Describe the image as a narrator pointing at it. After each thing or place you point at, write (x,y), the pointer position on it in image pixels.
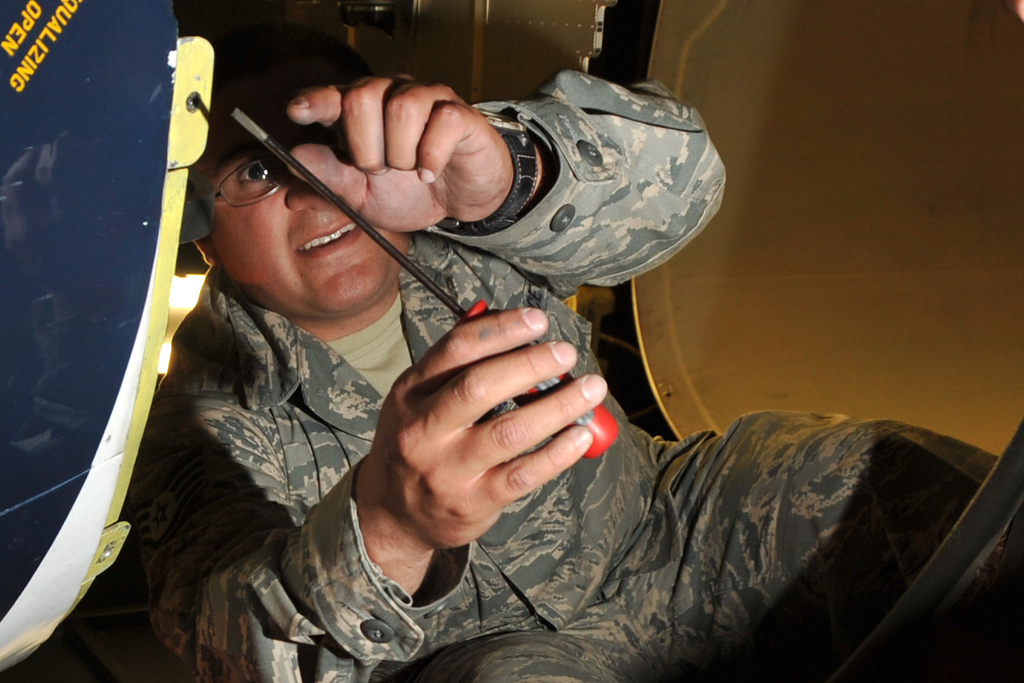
In this image, we can see a person (373,585) in a military uniform (556,576) is holding a screwdriver (266,143). Here we can see few objects (44,327) and some text (20,41).
